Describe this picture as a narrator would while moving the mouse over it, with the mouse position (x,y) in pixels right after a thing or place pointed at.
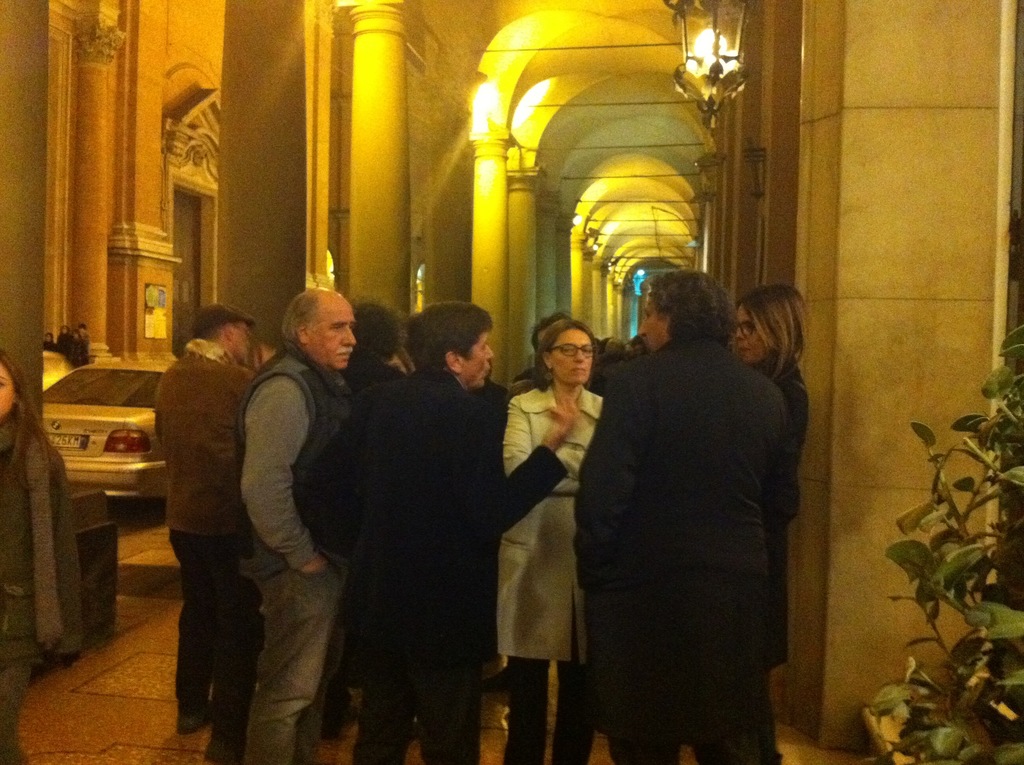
In this image in the front (334,379) there are group of persons (429,424) standing. On the right side (970,542) there are leaves (990,557). On the left side (58,425) there is a car (78,435) and there is a door (186,297) and there are persons (11,460). In the background (438,220) there are pillars (540,256) and there are lights (726,66).
